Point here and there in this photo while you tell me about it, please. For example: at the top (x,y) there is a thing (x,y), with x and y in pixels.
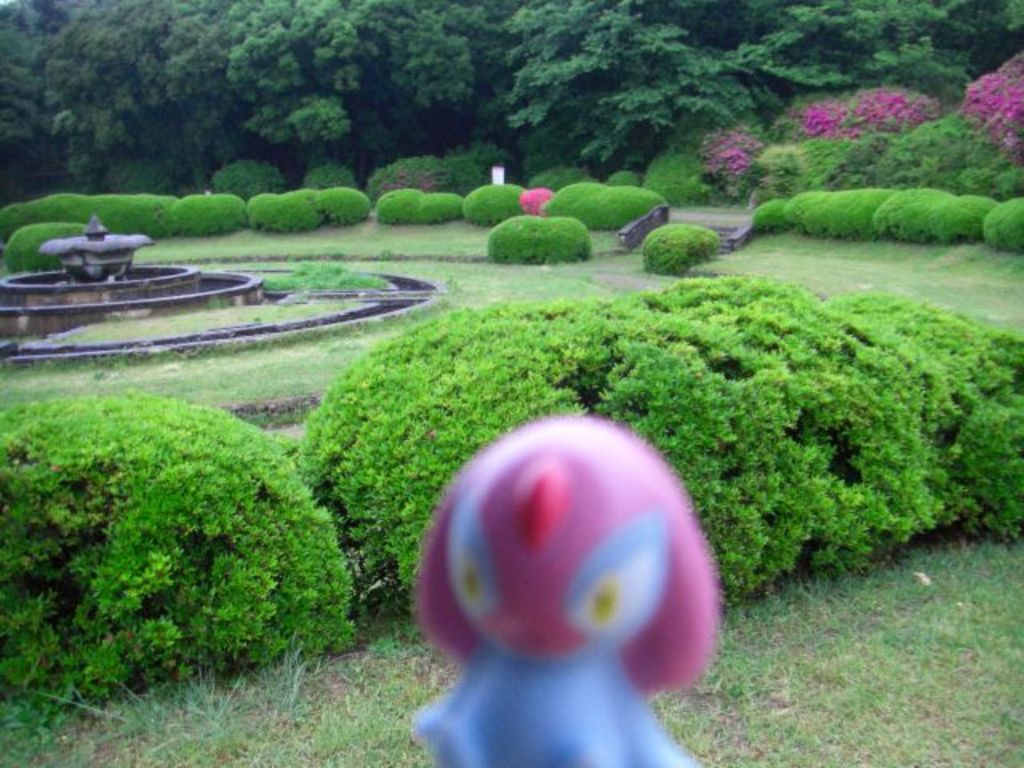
In this image we can see trees (292,166), bushes (607,209), stairs (722,231), fountain (103,246), toy (438,580) and ground (358,689).
